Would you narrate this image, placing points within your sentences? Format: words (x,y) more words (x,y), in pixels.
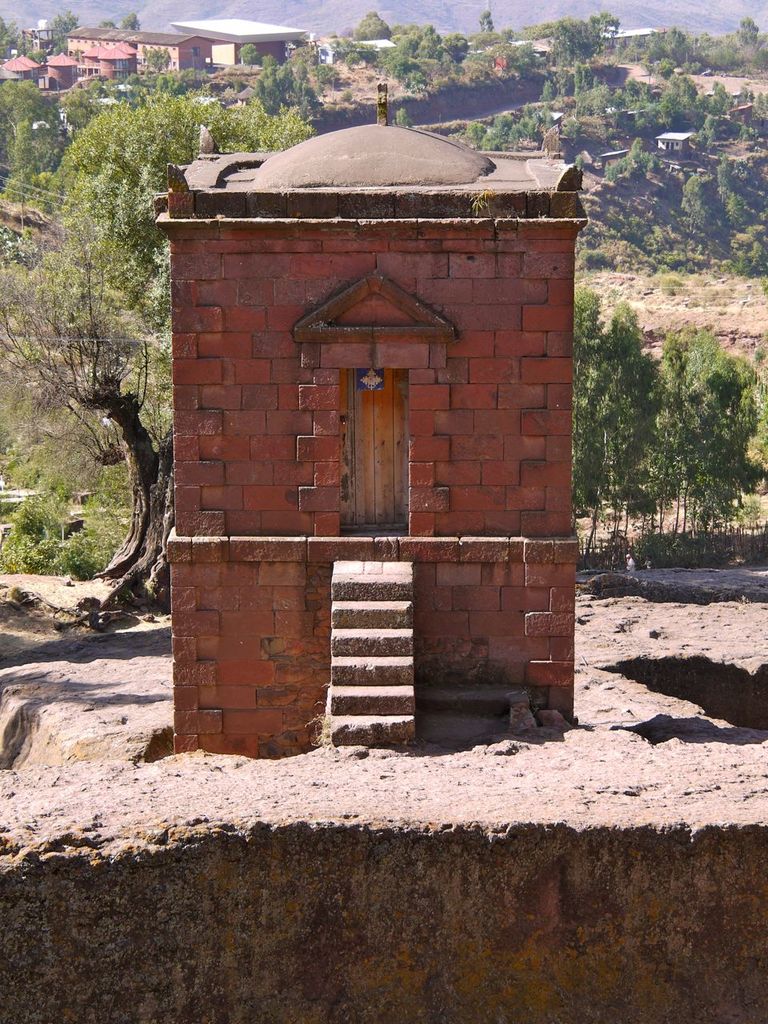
In this picture we can see an old architecture building (377,632) on the path (286,810) and behind the building (290,403) there are trees (249,140) and houses (221,62).
